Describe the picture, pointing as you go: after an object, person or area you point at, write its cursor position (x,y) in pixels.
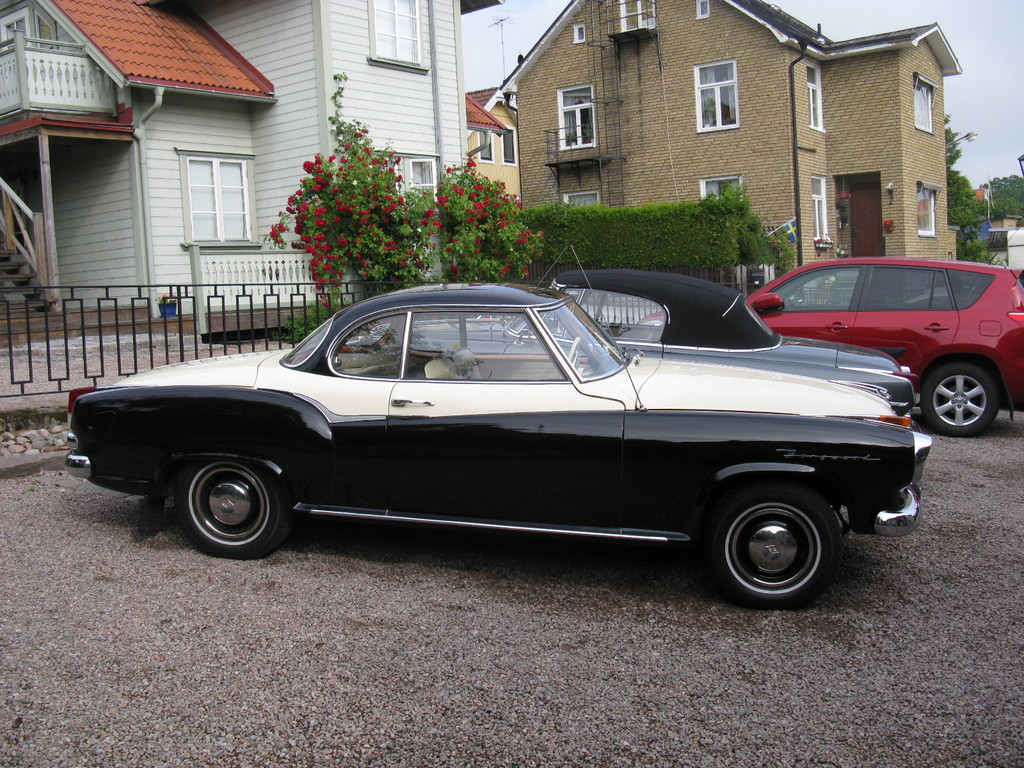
In the foreground of this image (604,518), there is a black car (551,468) on the ground (470,624) and in the background (722,334), there are two more cars (755,334) on the ground (675,599), buildings (687,147), plants (513,206), flowers (402,199) to the plants (468,264), railing (93,317), stairs (34,263), trees (975,226) and the sky (863,9).
